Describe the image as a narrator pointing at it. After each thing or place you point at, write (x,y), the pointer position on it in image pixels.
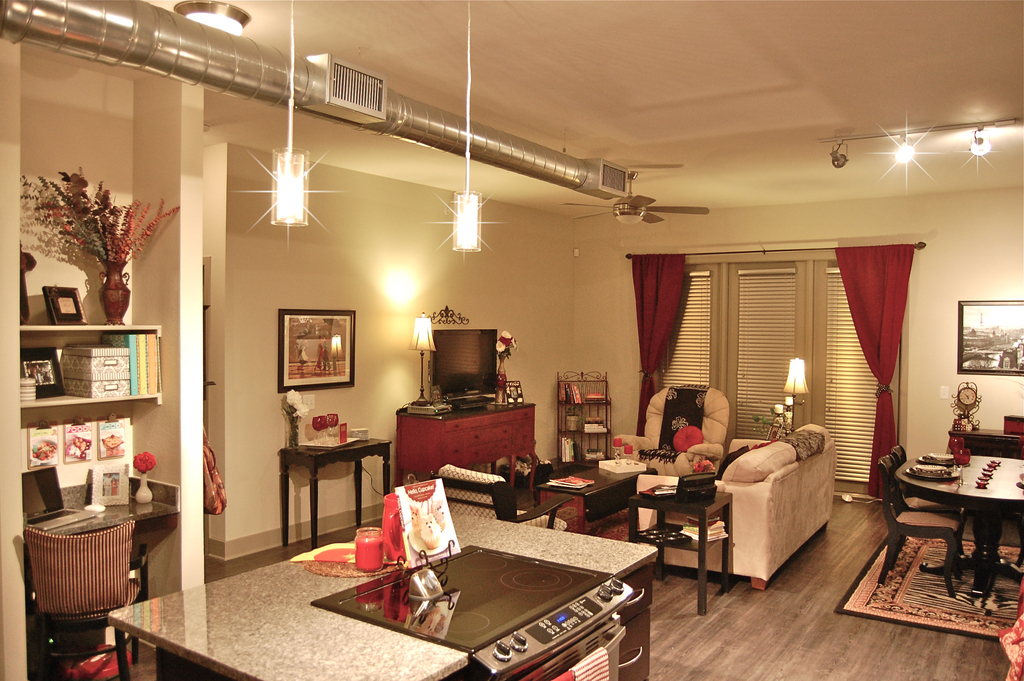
This picture is clicked inside the room (236,484) and we can see the flower vases (496,395), laptop (62,514), mouse (91,506), picture frame (126,488), lamps (428,338), television (476,384), clock (964,408), platters (936,460), jar (362,547) and many other objects (952,471) are placed on the top of the tables (969,475) and we can see the chairs (906,518), sofas (762,511), cabinets (430,439) containing some objects (569,443) and we can see the cabinet (131,324) containing books (144,383), picture frame (43,348), flower vase (118,273) and many other objects (100,396). At the top (656,42) there is a roof (652,51) and we can see the lights (895,154) hanging on the roof (380,164) and we can see the ceiling fan (650,212) and a duct (402,105). In the background (642,255) we can see the wall (608,254), curtains (875,290), window blinds (740,309) and picture frames (352,343) hanging on the wall (945,280), floor carpet (923,606) and many other objects (599,468).
